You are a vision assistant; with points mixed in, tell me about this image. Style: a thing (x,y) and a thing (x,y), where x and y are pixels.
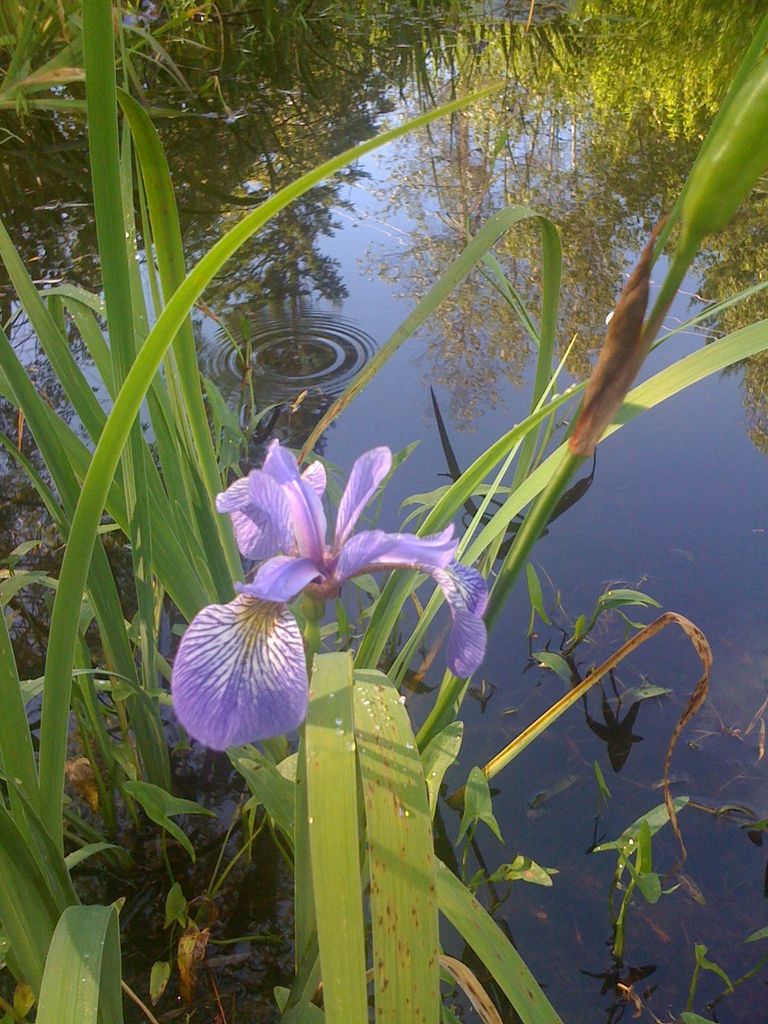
In this image we can see plants (395,576) in the water (561,437).
